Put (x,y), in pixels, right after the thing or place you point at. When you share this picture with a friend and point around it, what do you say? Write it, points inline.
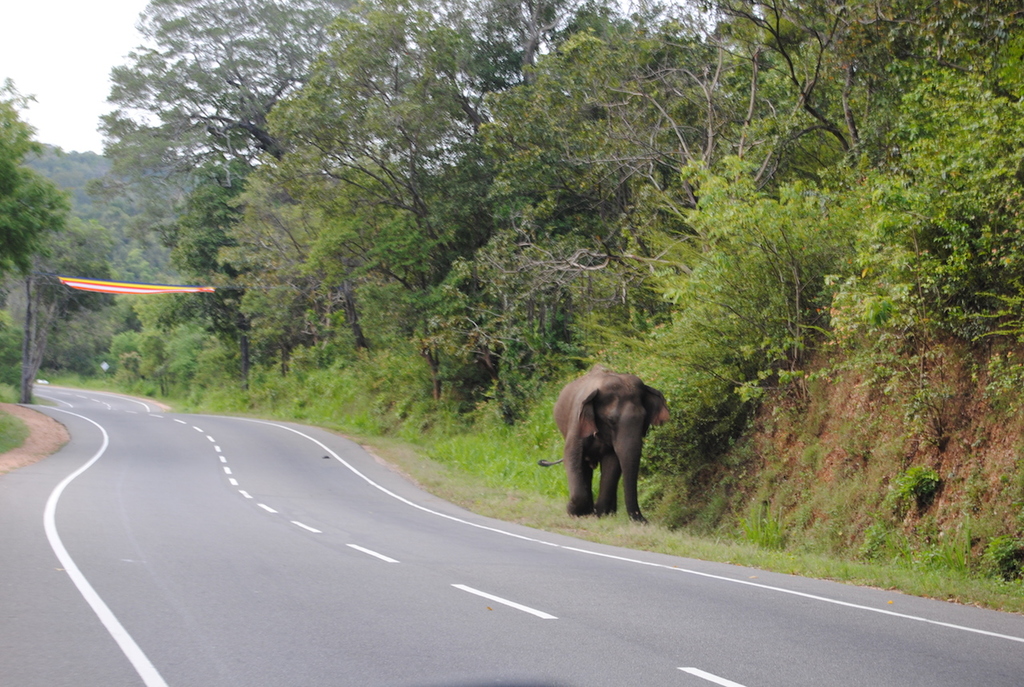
The picture is taken outside a city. In the foreground of the picture (423,553) there are plants (833,550), grass (825,535), road (486,560) and an elephant (618,435). In the center of the picture (453,251) there are trees (395,345), shrubs (406,411), road (53,416) and a cloth (121,289). Sky (80,71) is cloudy.
